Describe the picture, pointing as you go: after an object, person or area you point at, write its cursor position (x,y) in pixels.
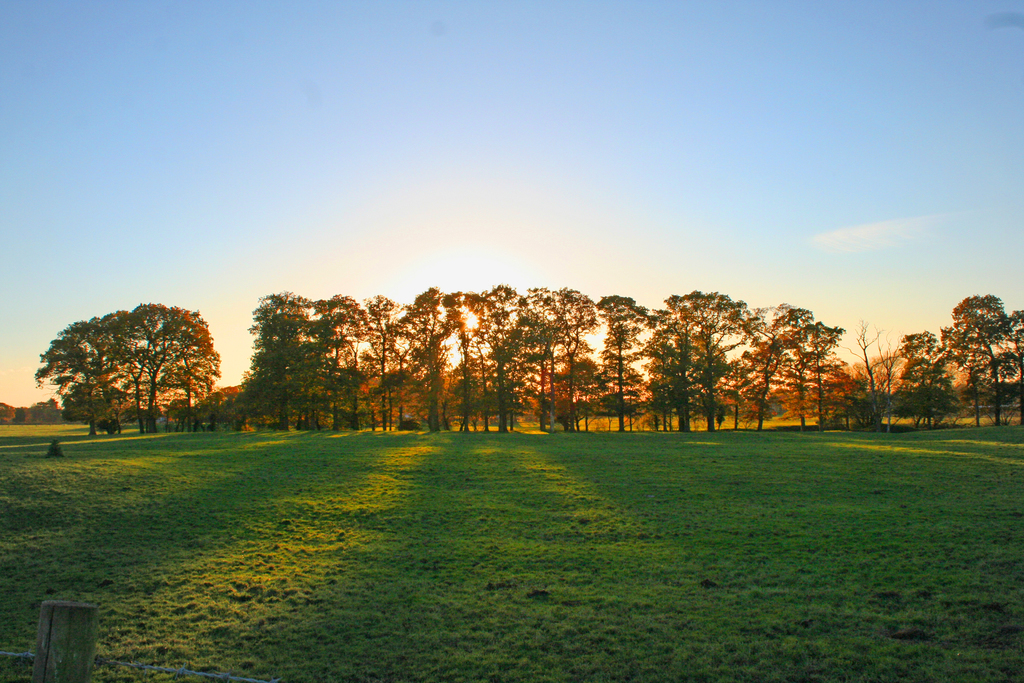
In the foreground of the picture (350,545) there is grass (217,451). In the center of the picture (571,401) there are trees (464,396). In the background (453,287) it is sun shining in the sky (453,211).
